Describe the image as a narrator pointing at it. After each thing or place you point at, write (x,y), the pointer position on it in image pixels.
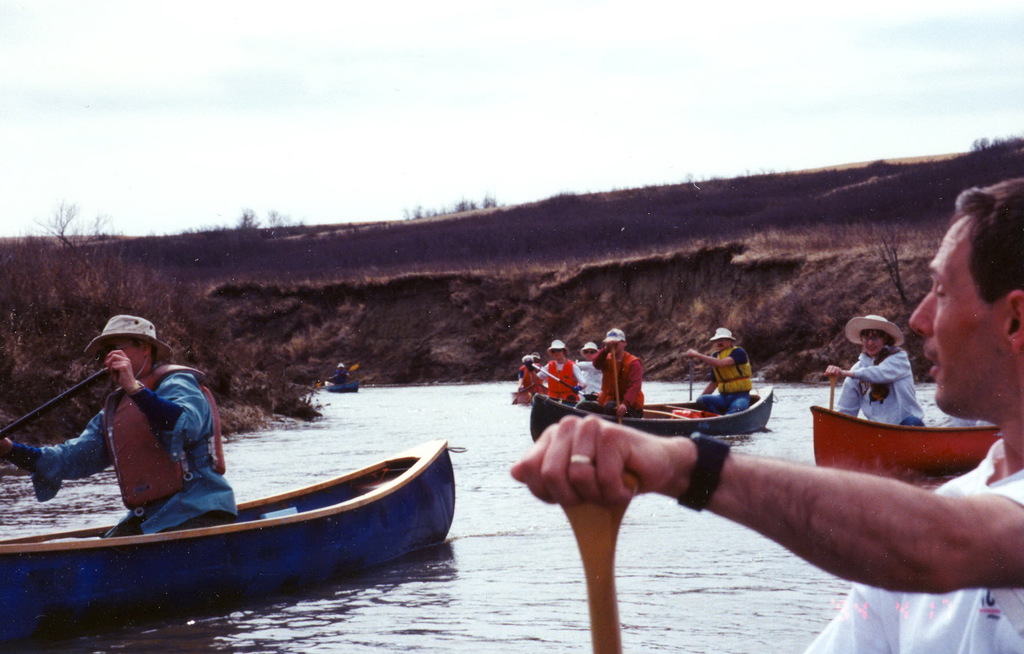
In this picture we can see boats (287,504) on the water (455,420) with some people (154,454) sitting in it and holding paddles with their hands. In the background (247,298) we can see plants (620,255) on the ground (502,297), trees (762,211) and the sky (417,88).
